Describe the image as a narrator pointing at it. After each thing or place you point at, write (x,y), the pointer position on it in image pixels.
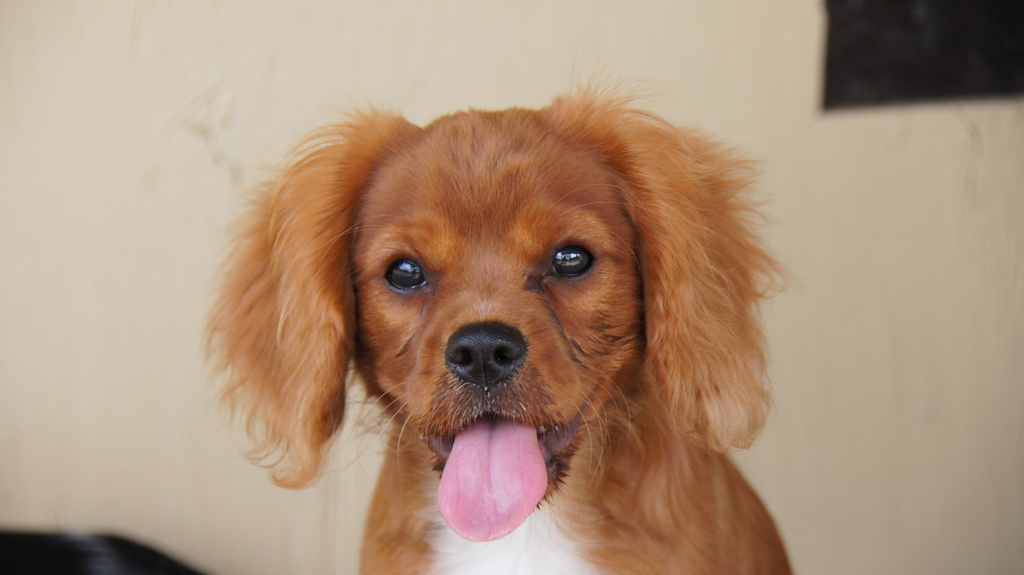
In the center of the image (554,369) we can see a dog (595,499), which is in a brown and white color. In the background (790,523), we can see it is blurred.
